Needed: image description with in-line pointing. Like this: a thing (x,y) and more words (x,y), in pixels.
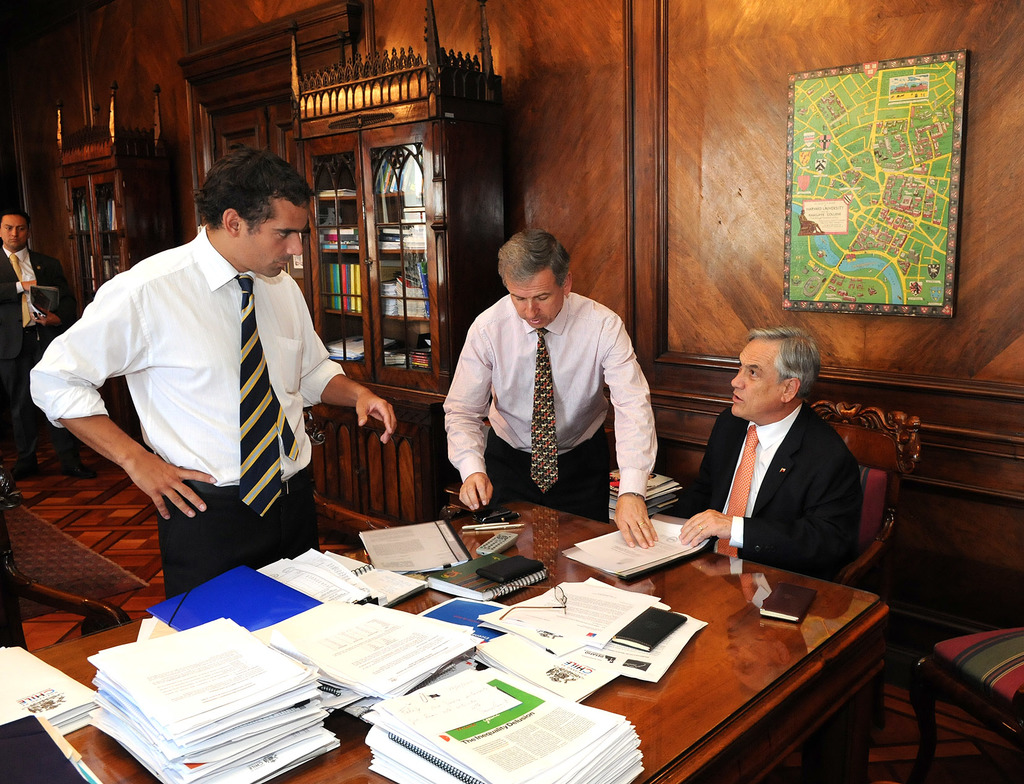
There are three men (293,397) standing and a person (745,486) sitting on the chair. I can see the papers (536,598), books (501,555), remote (500,542), pens (511,526), files (452,565) and few other things (511,512) are placed on the table (686,706). This is a frame (889,218), which is attached to the wall (812,41). I think these are the cupboards (453,172) with books (345,269) and few other things (390,244) in it. This looks like a wooden door (269,115). On the right side of the image (980,653), I can see another chair (981,677). I think this wall (731,117) is of the wooden texture. Here is the floor (105,552).
